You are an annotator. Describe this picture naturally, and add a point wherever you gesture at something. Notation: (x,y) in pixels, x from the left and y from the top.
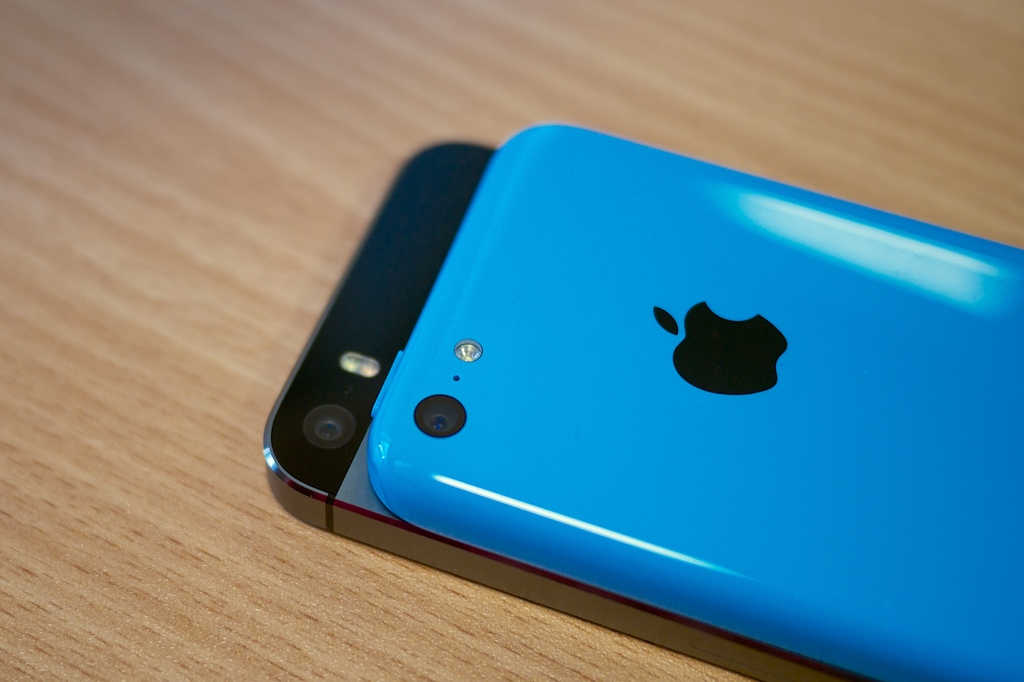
In this image, I can see two mobile phones (357,524) placed on the wooden board (174,495). I can see an apple logo (740,370) on the mobile phone (697,550). This looks like a mobile case cover (861,328), which is blue in color.
